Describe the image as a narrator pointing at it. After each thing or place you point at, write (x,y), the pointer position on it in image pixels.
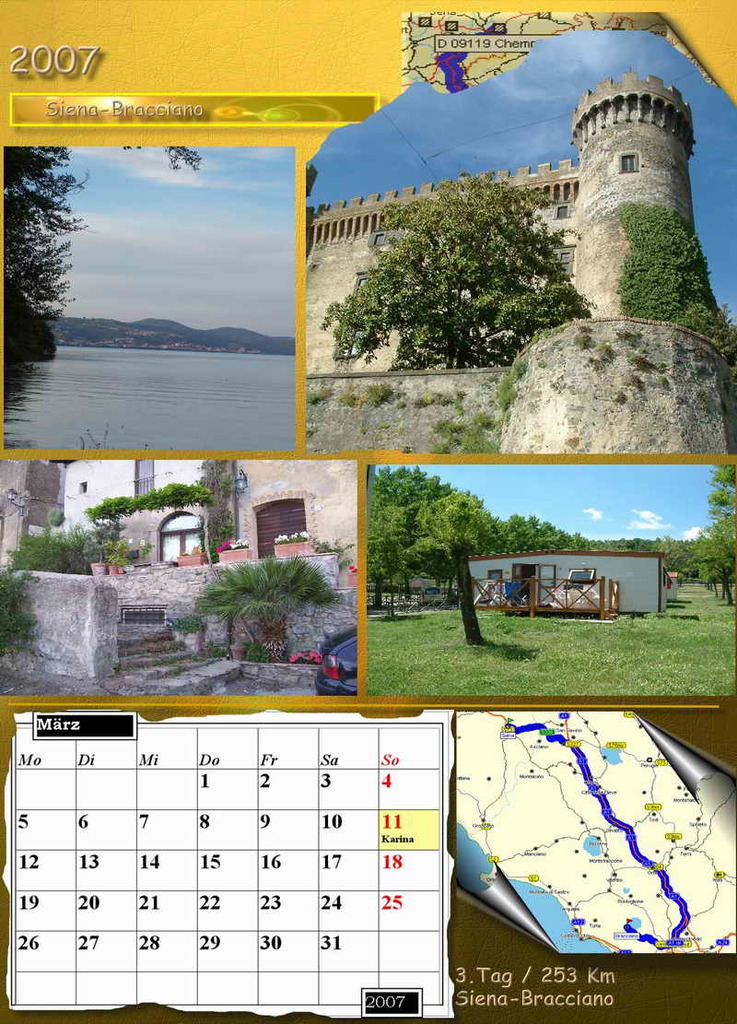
This is an edited image in the top left (57,270) there is water body (123,358), hills (123,331), trees (44,211). Beside it there is a building (550,216) on it there are trees (540,301), plants (645,284). In the middle (251,566) there is a building (140,615) with plants (103,506), there are plant pots (193,556) here. Here there is a building (597,583). Around it there are trees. In the bottom left (208,867) there is a calendar (225,892). in the bottom right (498,844) there is a map (626,825).
